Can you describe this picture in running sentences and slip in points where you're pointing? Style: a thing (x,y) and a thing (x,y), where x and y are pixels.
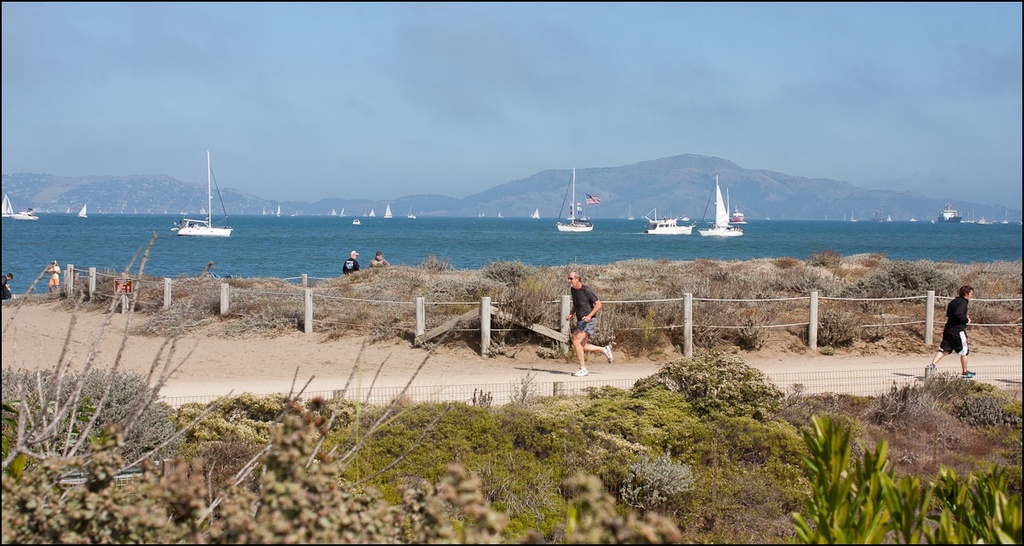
In this image there are plants (796,391) and it is covered with fencing (629,389), beside that there is a path (783,363) on that path (897,352) people (578,352) are running, beside that path (587,362) there is a fencing (741,306) in that fencing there are plants (748,292), in the background (23,263) there are boats (877,217) on a sea (231,236), in the background (95,194) there are mountains (644,172) and a sky (547,93).
